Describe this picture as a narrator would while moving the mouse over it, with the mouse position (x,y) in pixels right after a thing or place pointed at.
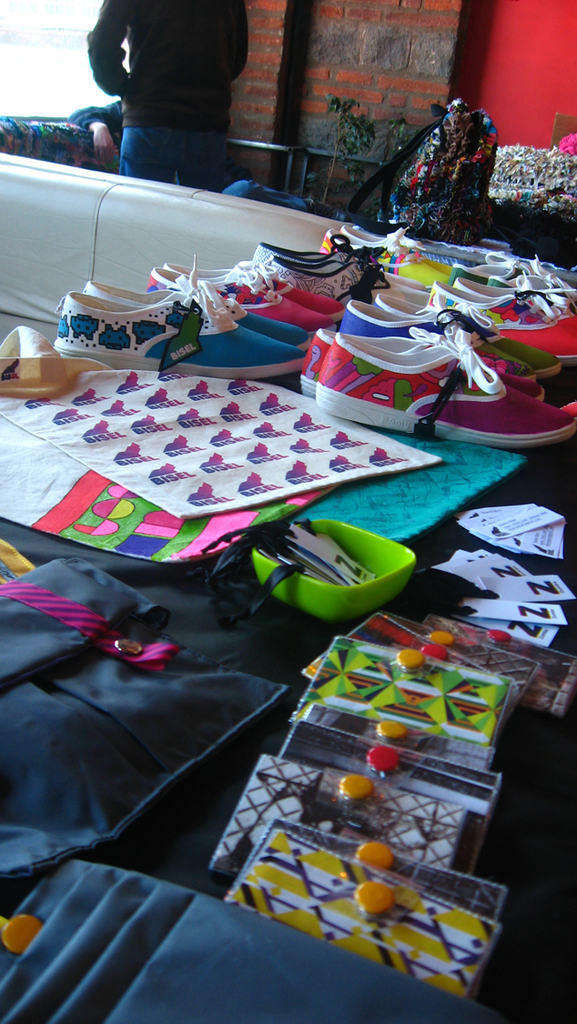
In this image we can see shoes (353,277), bags (221,461), bowl (350,597), letter tags (507,520) and also some objects (462,771). In the background (170,25) we can see a person (159,79) standing in front of the other person (83,121) who is sitting. We can also see the brick wall (369,77) and also red color plain wall (490,70). There is also a plant (390,146).
